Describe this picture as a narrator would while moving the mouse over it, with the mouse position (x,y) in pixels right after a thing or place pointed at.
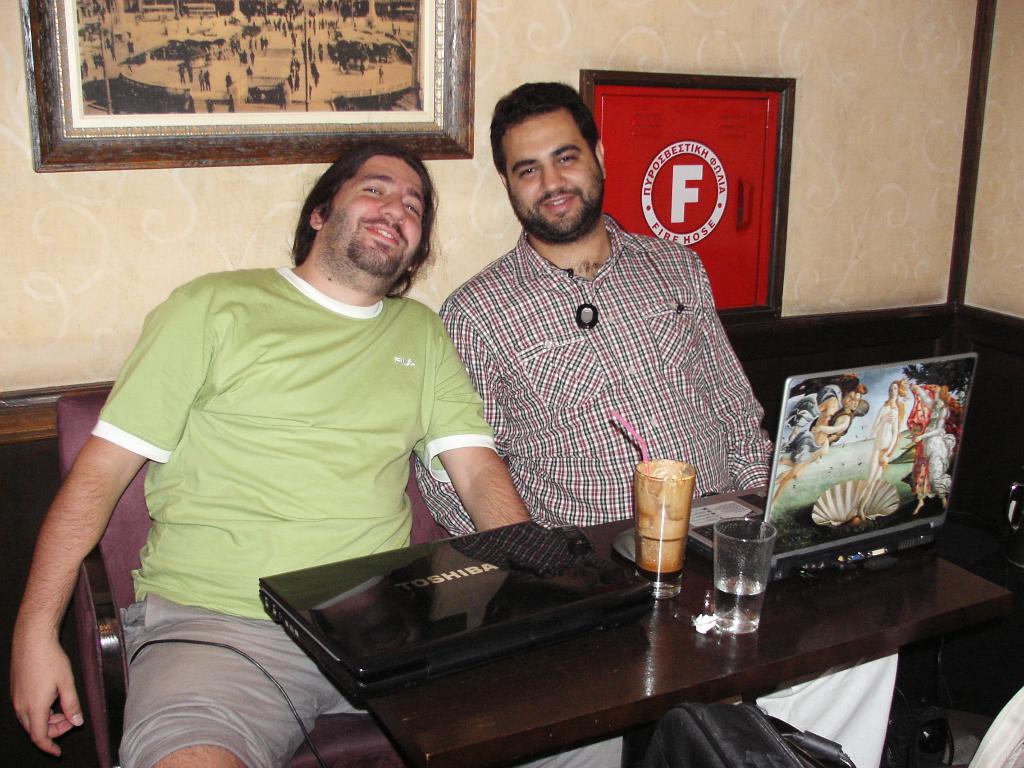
This picture is of inside the room (730,541). In the foreground (806,644) we can see a table (861,601) on the top of which two glasses (730,549) and two laptops (852,469) are placed, behind that there is a man (634,335) wearing shirt (622,276), smiling and sitting on this chair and there is another man (354,324) smiling, wearing green color t-shirt (243,409) and sitting on the chair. In the background (931,196) we can see a wall (823,72) and a picture frame (384,89) hanging on the wall (733,45).
